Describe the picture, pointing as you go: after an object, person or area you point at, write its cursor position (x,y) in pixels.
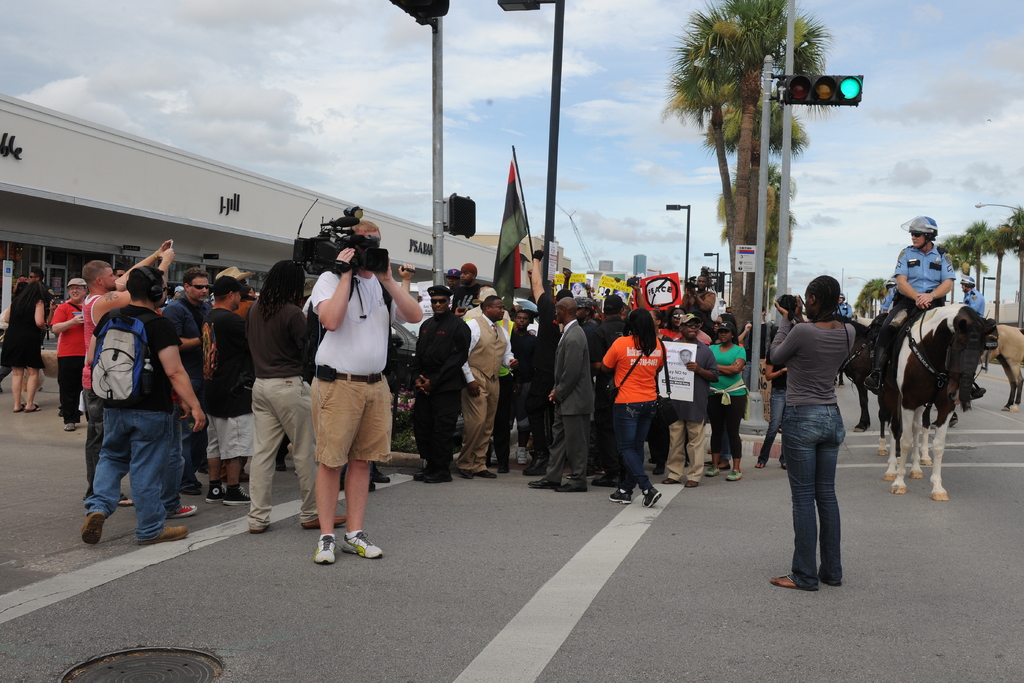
The image is taken on the road (504,584). There are many people (356,417) standing on the road (516,561). The man (323,551) in the white shirt (327,273) is standing and holding camera (336,254) in his hand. On the right (914,433) there are horses (940,345) and there are some people (920,305) sitting on the horses (932,320). In the background (546,234) there are poles (754,301), trees (715,59), sky (624,235), traffic light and a flag (507,236).
